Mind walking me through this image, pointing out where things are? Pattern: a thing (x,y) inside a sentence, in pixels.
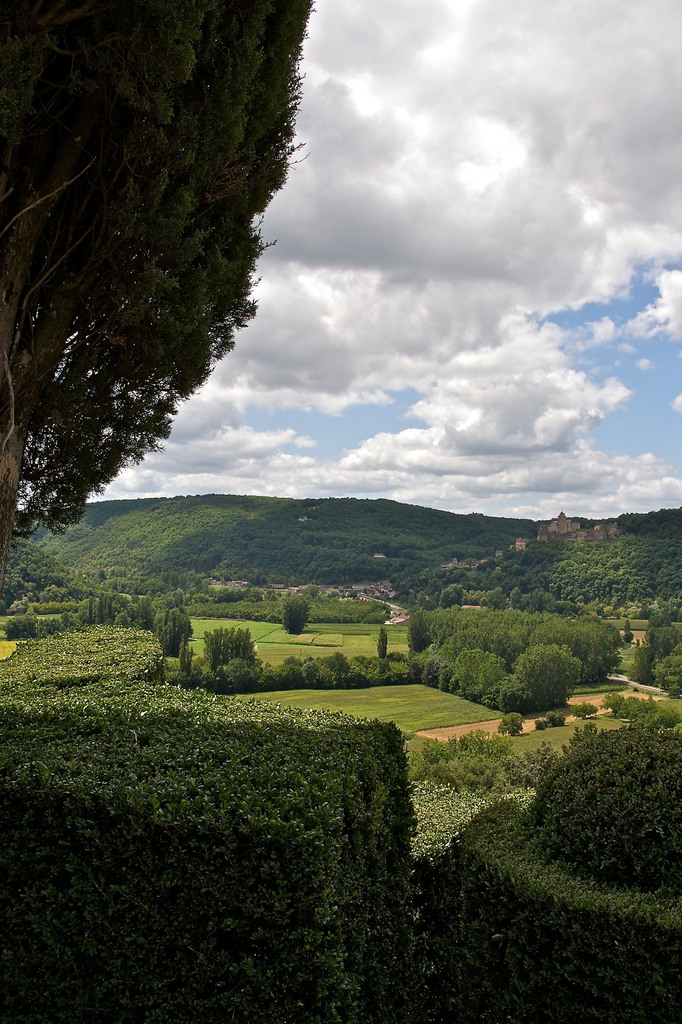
In this image we can see sky (415,258) with clouds (417,243), hills (189,583), trees (189,583), grounds (202,641) and bushes (279,861).
